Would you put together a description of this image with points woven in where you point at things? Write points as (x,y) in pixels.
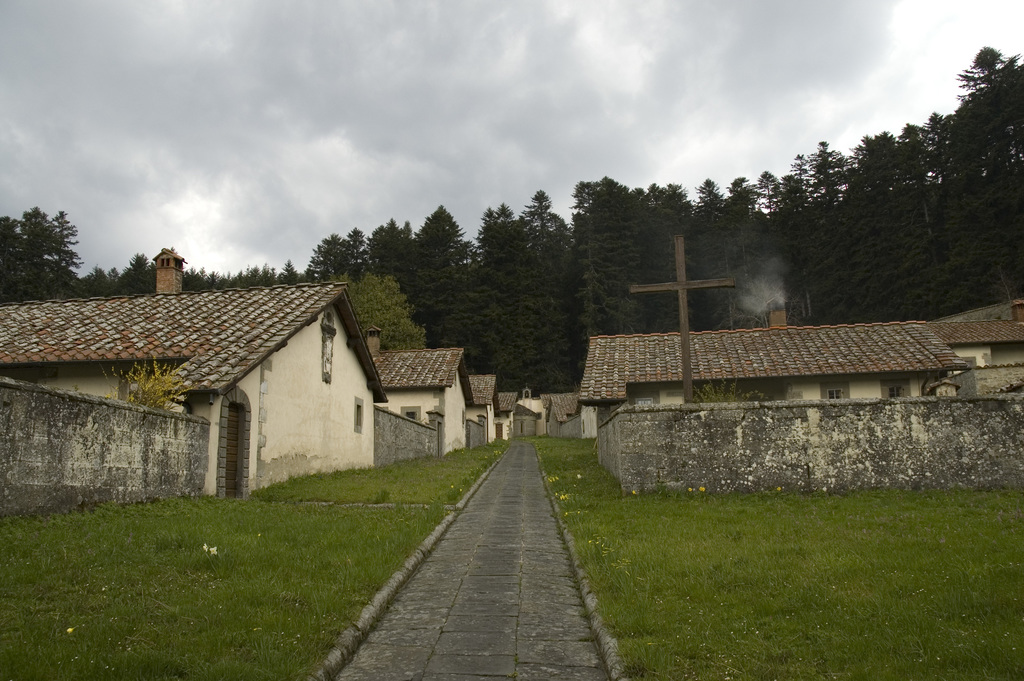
In this image on the right side (782,385) and left side (322,419) there are houses (888,323), wall (152,465), plants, and at the bottom (564,564) there is grass (707,548) and walkway (508,453). And in the background (448,235) there are trees (547,232), at the top (357,120) the sky (448,108) is cloudy.
